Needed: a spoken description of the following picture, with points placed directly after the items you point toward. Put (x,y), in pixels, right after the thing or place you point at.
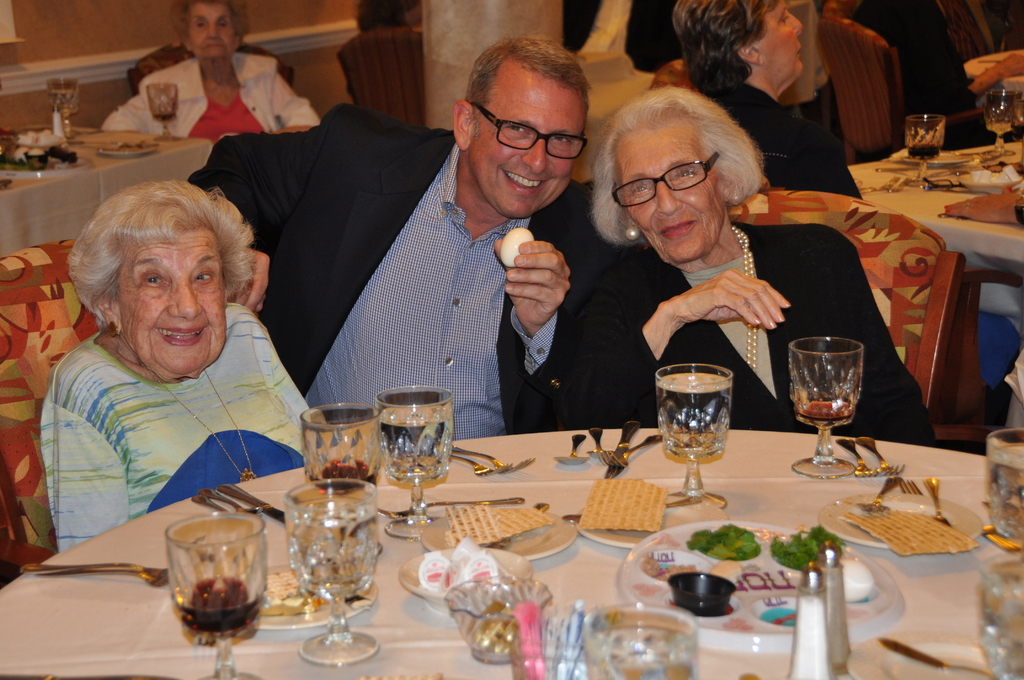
In the center of the image (386,354) there are three people (441,323) sitting and smiling, before them there is a table (644,475). We can see glasses (243,579), spoons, forks (140,569), knives (260,506), plates (504,564) and some food (808,556) placed on the table (744,482). In the background (808,103) there are many people (768,93) sitting around the tables (946,192).
